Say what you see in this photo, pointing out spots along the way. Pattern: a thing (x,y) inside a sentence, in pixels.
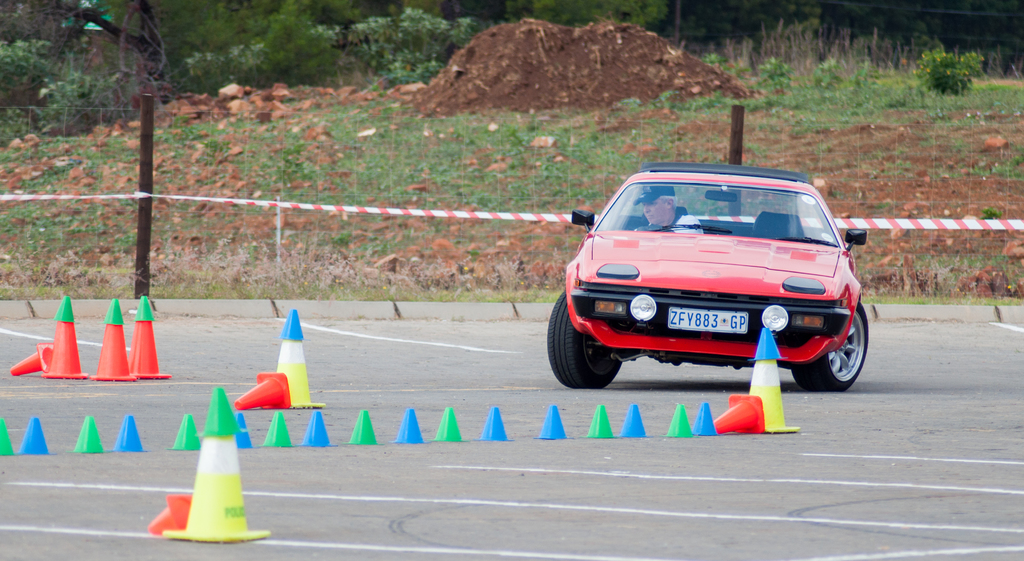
This is an outside view. Here I can see a car (706,285) on the road (451,348). Inside the car (659,251) a man (659,217) is sitting. In the background (412,155), I can see the grass (316,173) and fencing (149,130). At the top (294,18) there are some plants (255,30).
